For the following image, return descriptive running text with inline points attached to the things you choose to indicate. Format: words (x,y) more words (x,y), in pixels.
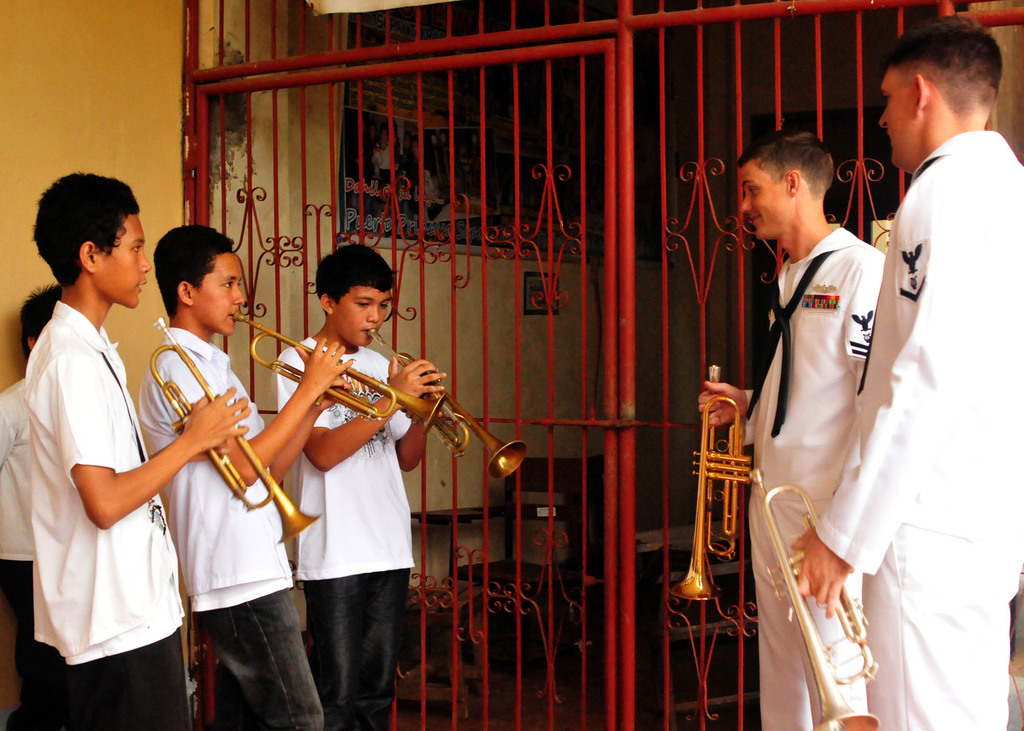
In the image we can see there are six boys (829,535) standing, wearing clothes (865,552) and they are holding a musical instrument (728,536) in their hand (313,388). Here we can see a metal gate (551,327) and a wall (77,122).
